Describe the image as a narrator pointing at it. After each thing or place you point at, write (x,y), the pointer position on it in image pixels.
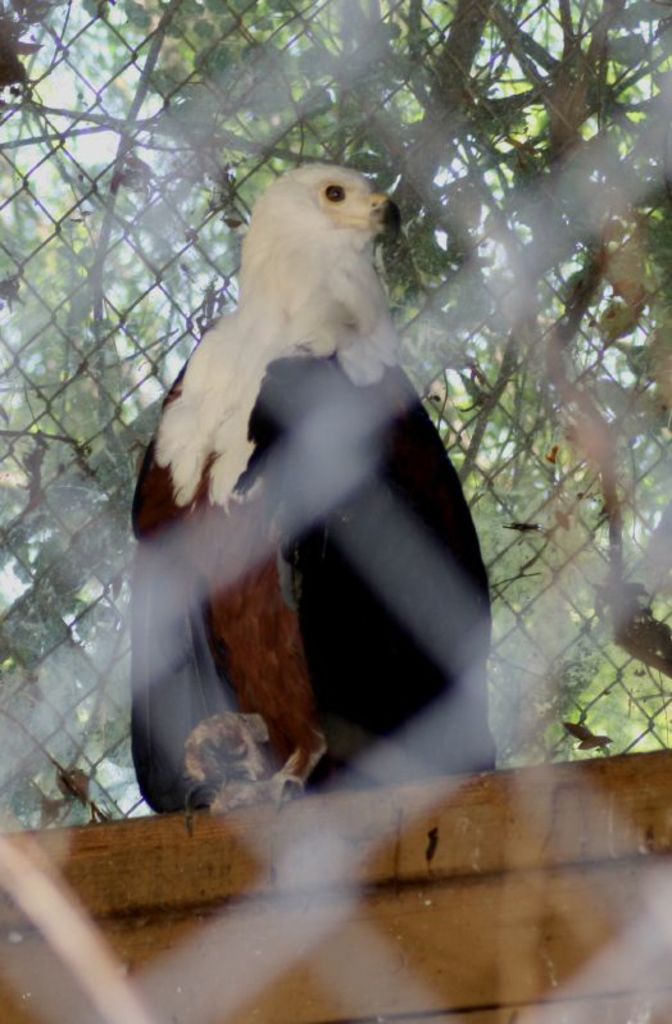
This image consists of an eagle (281,521) kept on a wooden block (87,871). In the background (22,152), there are many trees (153,402).
